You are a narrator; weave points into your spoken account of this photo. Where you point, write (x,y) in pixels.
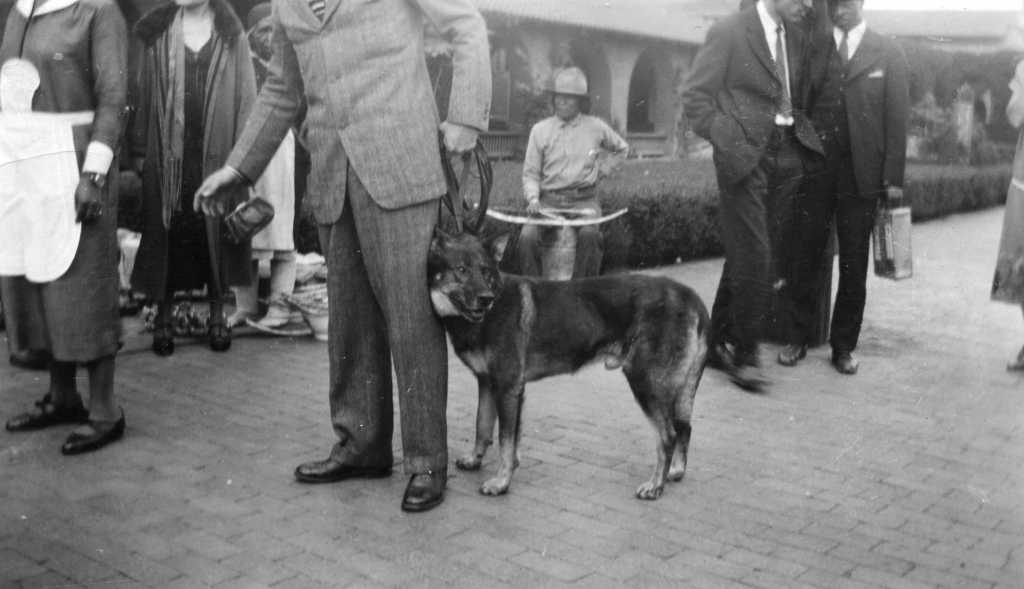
This black and white picture is taken on a brick pavement (796,481). There are many people (265,153) standing and walking in the image. The man (378,126) in the center (406,238) is holding a dog (514,299) with the help of leash (462,179). The man (559,183) behind him is sitting. In the background (617,71) there is a building (623,59), railing (510,143) and hedges (664,196).
